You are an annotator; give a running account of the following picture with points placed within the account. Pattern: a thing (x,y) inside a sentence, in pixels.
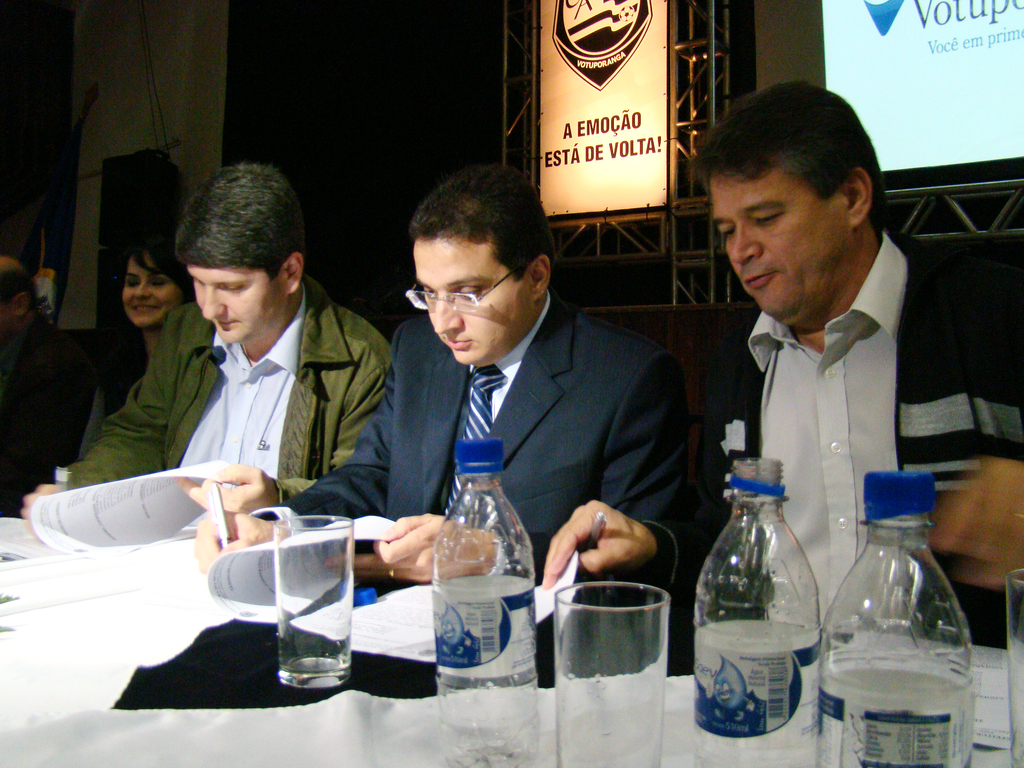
There are three men (506,392) sitting. The men (912,351) in the right side (946,344) is wearing a black jacket (960,360) and a white shirt (883,387). The man (597,419) in the middle (564,421) is wearing a blue jacket (546,435). And the man (311,412) in the left side (232,412) is wearing a white shirt (254,428). They are writing something on the paper (419,589). In front of them there is a table (267,652). On the table (224,673) there are some papers (245,584), glass (277,576) and water bottles (460,701). Into the left side (144,299) there is a lady (142,318) sitting and smiling. At the back of them there are posters (651,121) and screens (941,60).
